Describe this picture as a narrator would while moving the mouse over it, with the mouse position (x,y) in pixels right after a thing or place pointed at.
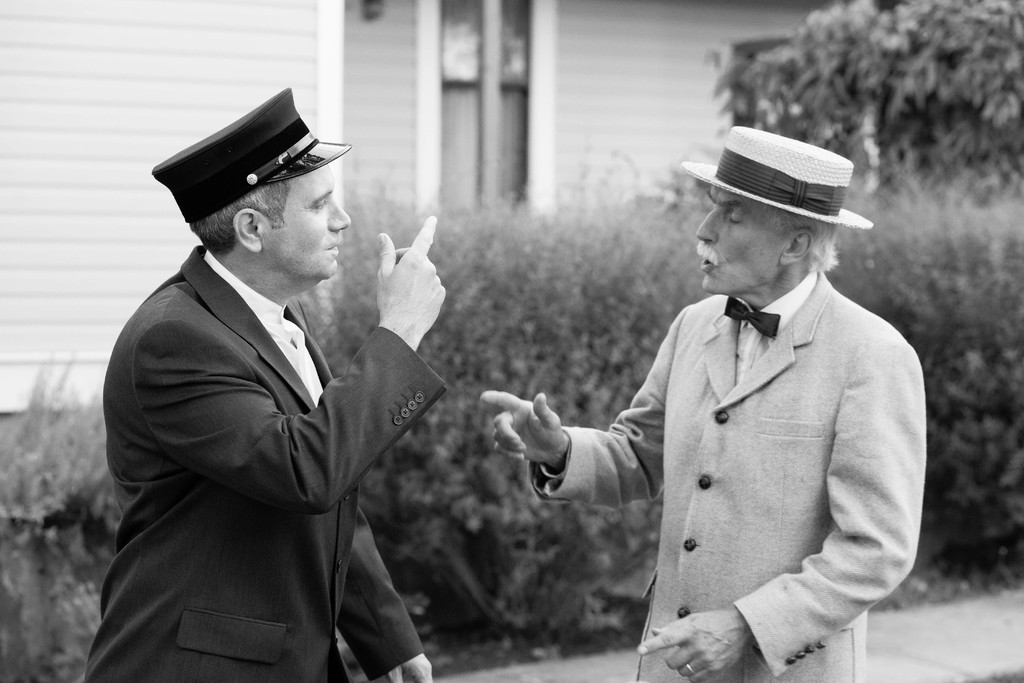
In this picture there are two people (687,662) those who are standing in the center of the image (406,415) and there is a building (361,108) and plants (981,136) in the background area of the image (616,250).
